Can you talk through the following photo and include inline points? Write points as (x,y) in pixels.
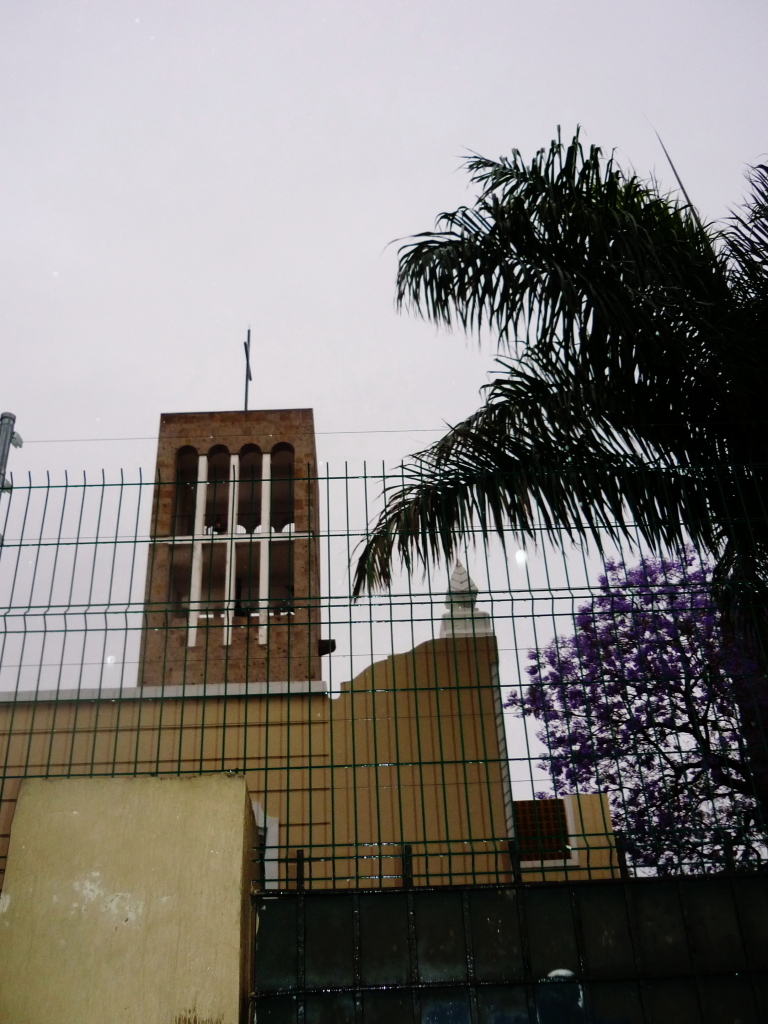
In this picture in the front (196,891) there is a wall (142,899). In the center (474,679) there is a black colour fence (324,733) and there is a tree (736,529). In the background (211,645) there is a building (211,661). On the right side (656,703) there are trees (668,724).
